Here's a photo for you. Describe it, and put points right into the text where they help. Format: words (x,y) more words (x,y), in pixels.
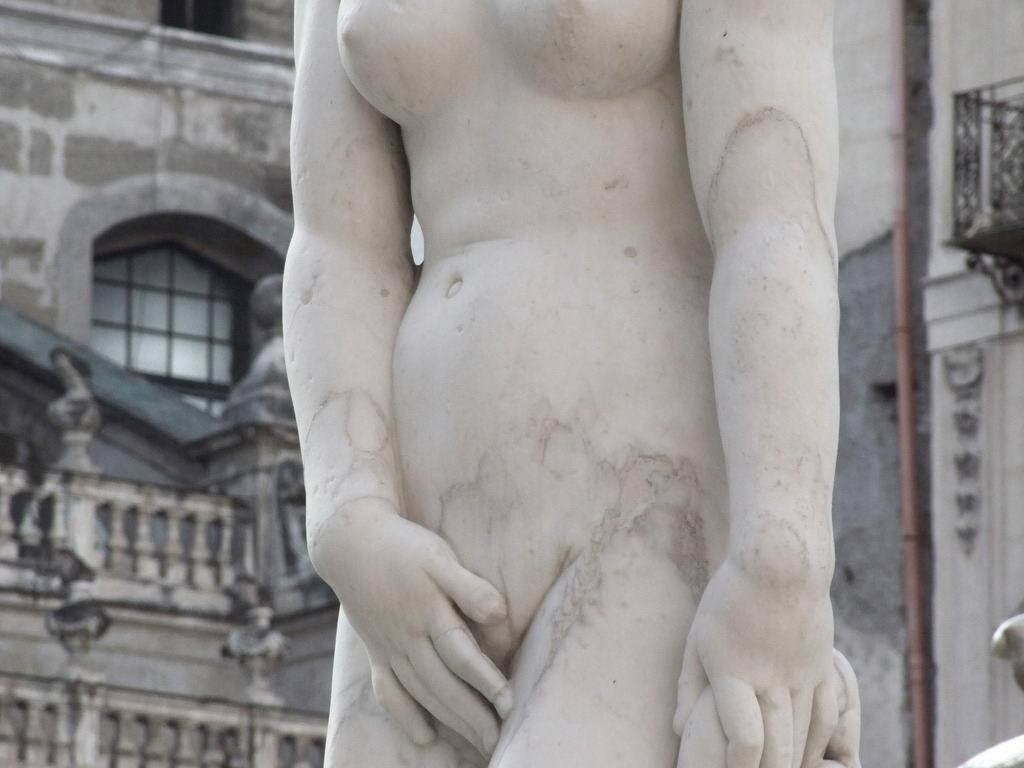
This picture is clicked outside. In the center (648,355) we can see the sculpture (483,305) of a person (774,421) standing and holding some object (858,707). In the background (219,41) we can see the buildings (41,185) and we can see the windows (160,297) and deck rails (215,567) of the buildings (204,614).
